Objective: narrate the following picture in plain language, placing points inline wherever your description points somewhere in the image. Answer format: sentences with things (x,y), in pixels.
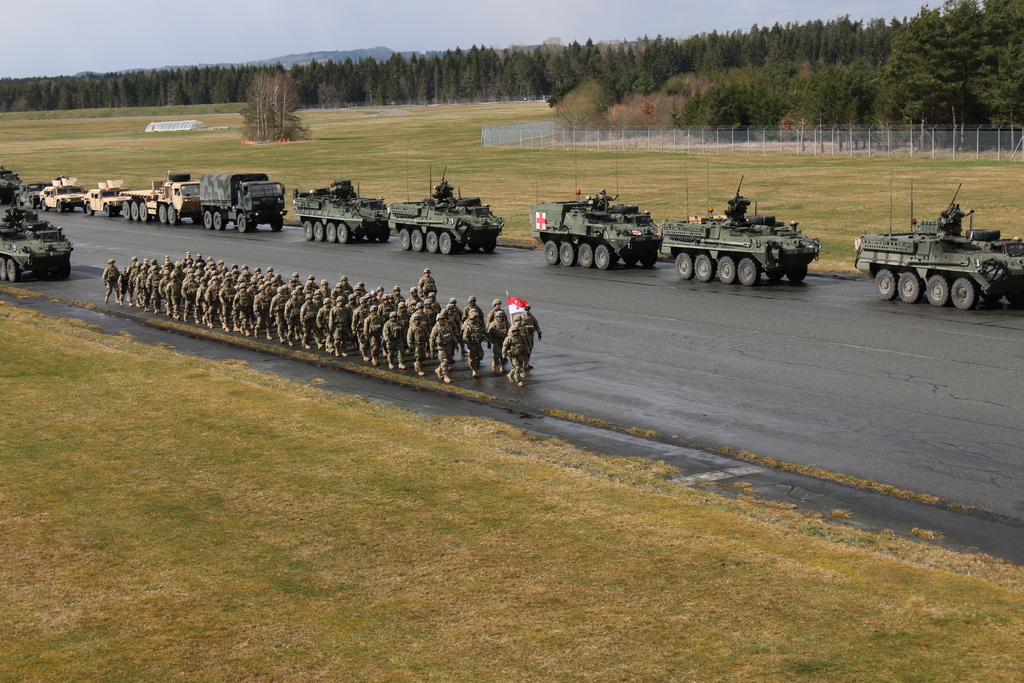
Vehicles (695,226) and people (376,310) are on the road (603,319). Here we can see grass (480,141). Far there are trees (434,59) and fence (787,143).
